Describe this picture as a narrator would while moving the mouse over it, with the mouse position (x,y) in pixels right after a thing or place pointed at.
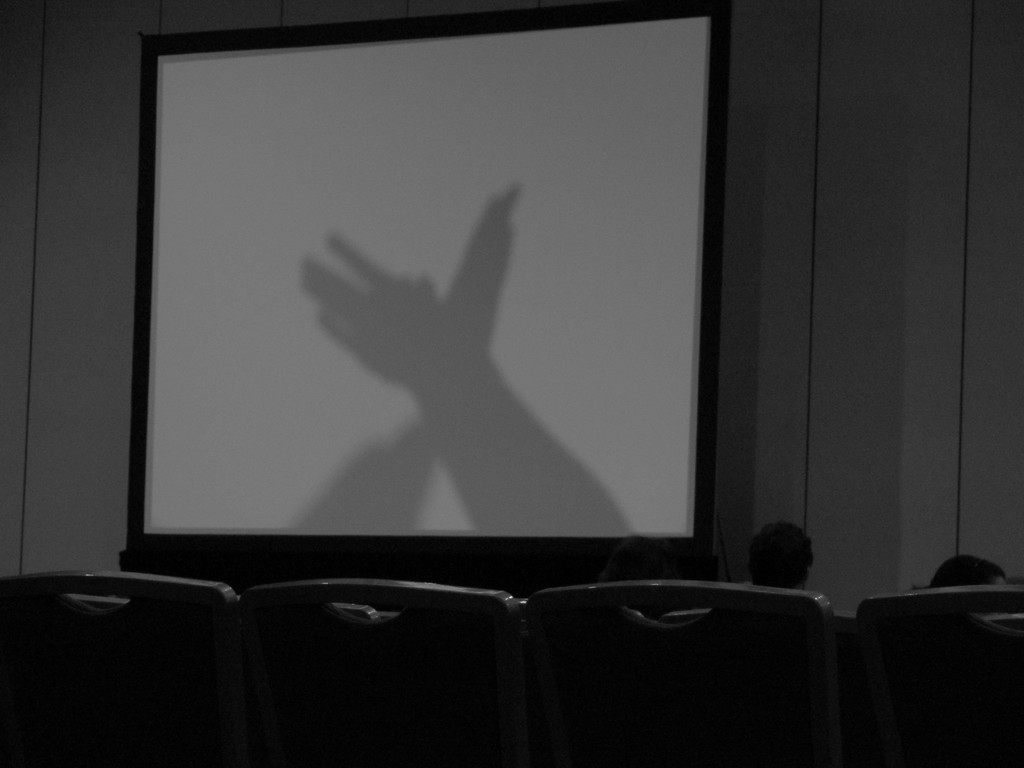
In this image there are some chairs (496,652) on the bottom of this image (572,659) and there are some persons (788,567) sitting on these chairs (576,635). There is a screen (385,232) in middle of this image (471,323) and there is a wall (774,205) in the background (135,128).
